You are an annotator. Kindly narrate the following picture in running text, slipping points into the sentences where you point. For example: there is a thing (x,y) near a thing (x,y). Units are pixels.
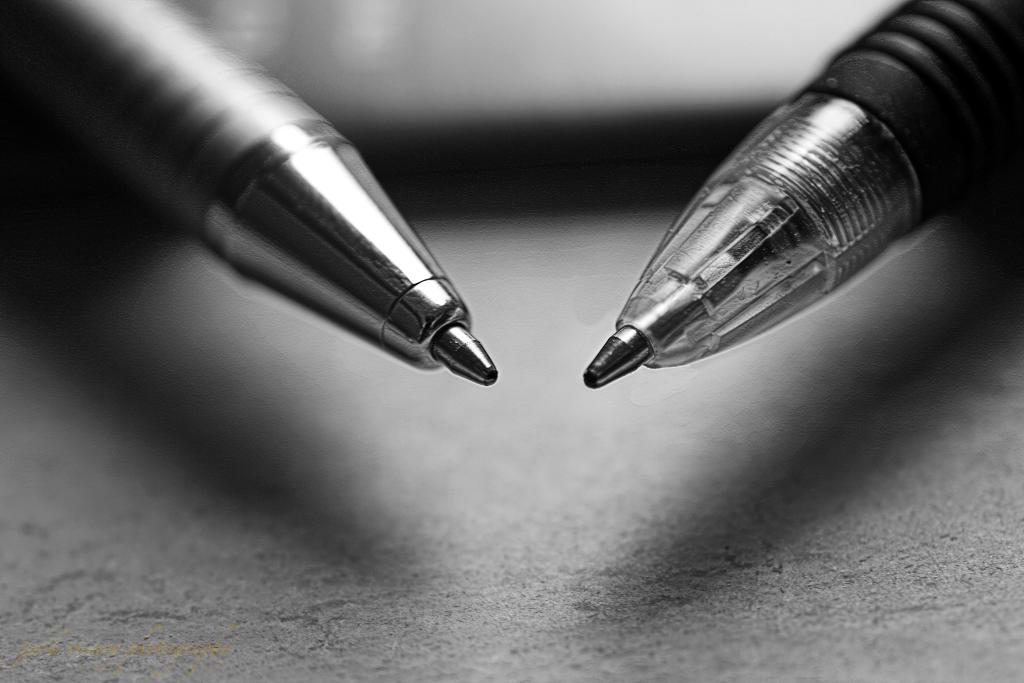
In this image these are pens (426,271) and the background (325,53) is blurry.
